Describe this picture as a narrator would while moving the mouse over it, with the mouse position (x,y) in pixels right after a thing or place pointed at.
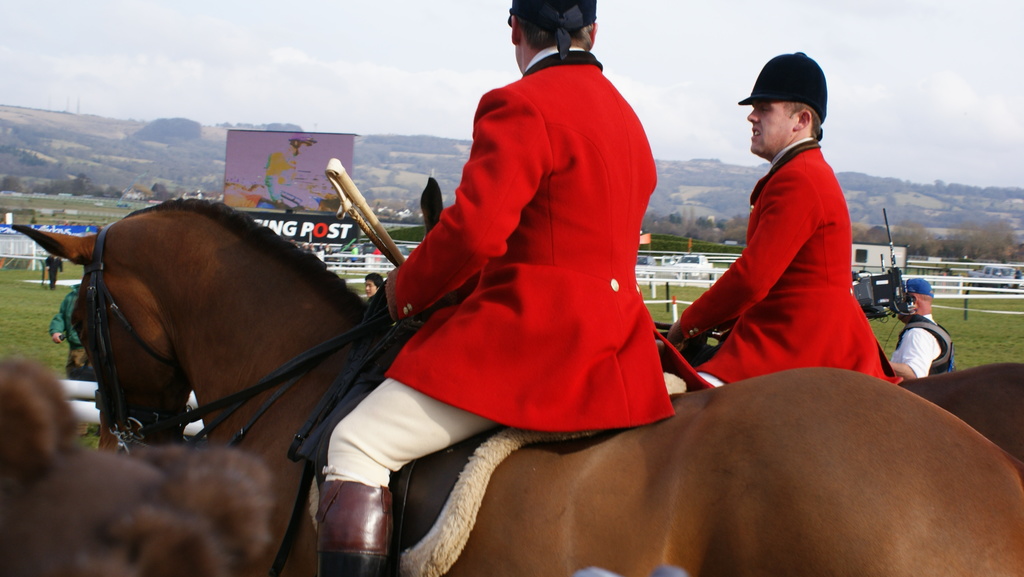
This Picture is taken in a ground (698,290) where two persons (560,300) are riding a horse (630,479). At the right side (931,337) there is a camera man (927,321) holding a camera (898,299). In the background (276,171) there is a banner (326,226) with a name post (312,231), there are mountains (108,146), sky (345,62) full of clouds (459,78), and trees (954,242).
